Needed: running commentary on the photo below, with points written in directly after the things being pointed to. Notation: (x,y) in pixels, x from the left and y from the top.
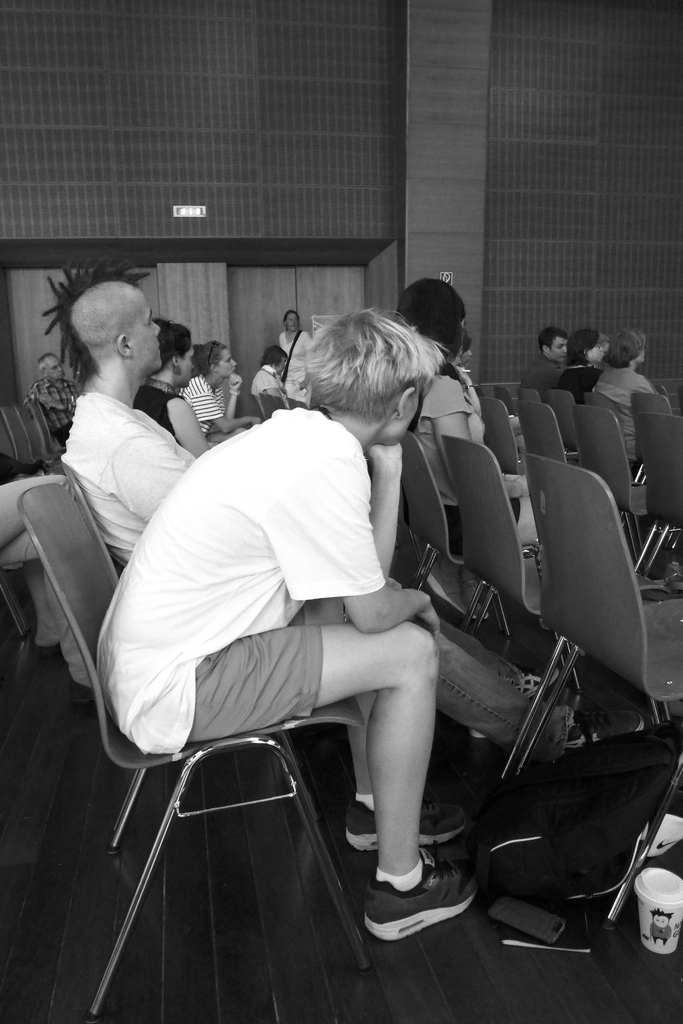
This is a black and white image and here we can see people (344,323) sitting on the chairs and in the background (119,256), we can see a board (197,204) on the wall (350,216). At the bottom (552,863), there is a bag (549,869), mobile (548,930) and some other objects (642,881) on the floor (190,936).
